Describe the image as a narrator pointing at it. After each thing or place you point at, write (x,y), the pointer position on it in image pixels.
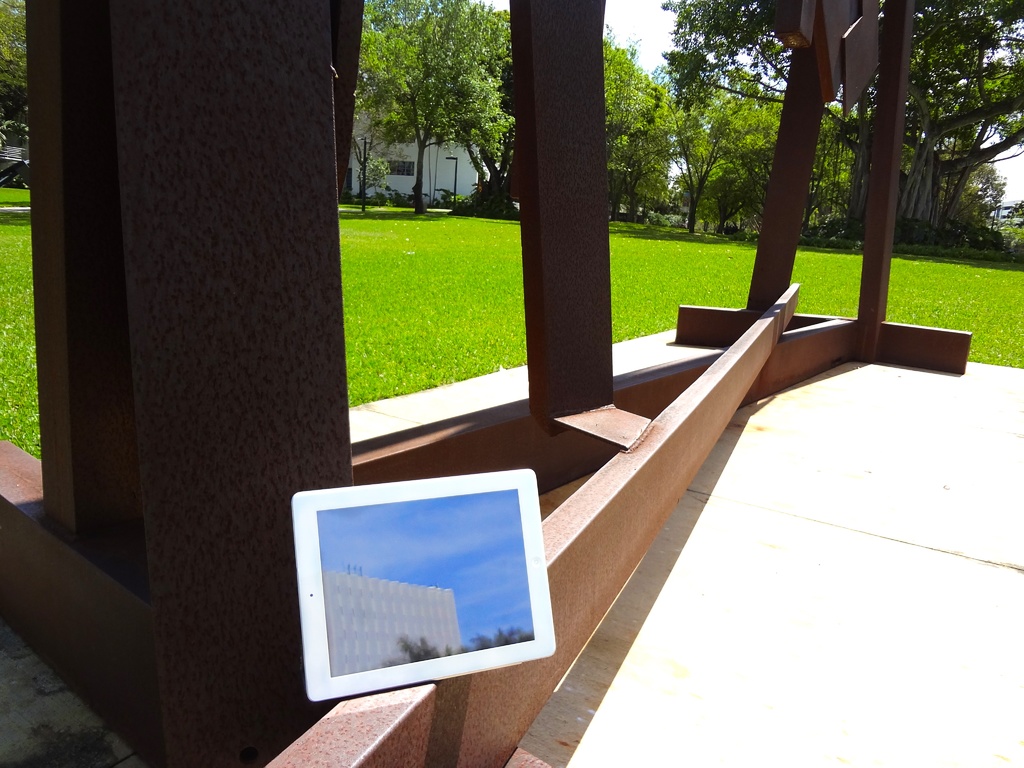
In the picture we can see some pillars (214,374), in the background of the picture (620,141) there are some trees (626,130) and clear sky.
